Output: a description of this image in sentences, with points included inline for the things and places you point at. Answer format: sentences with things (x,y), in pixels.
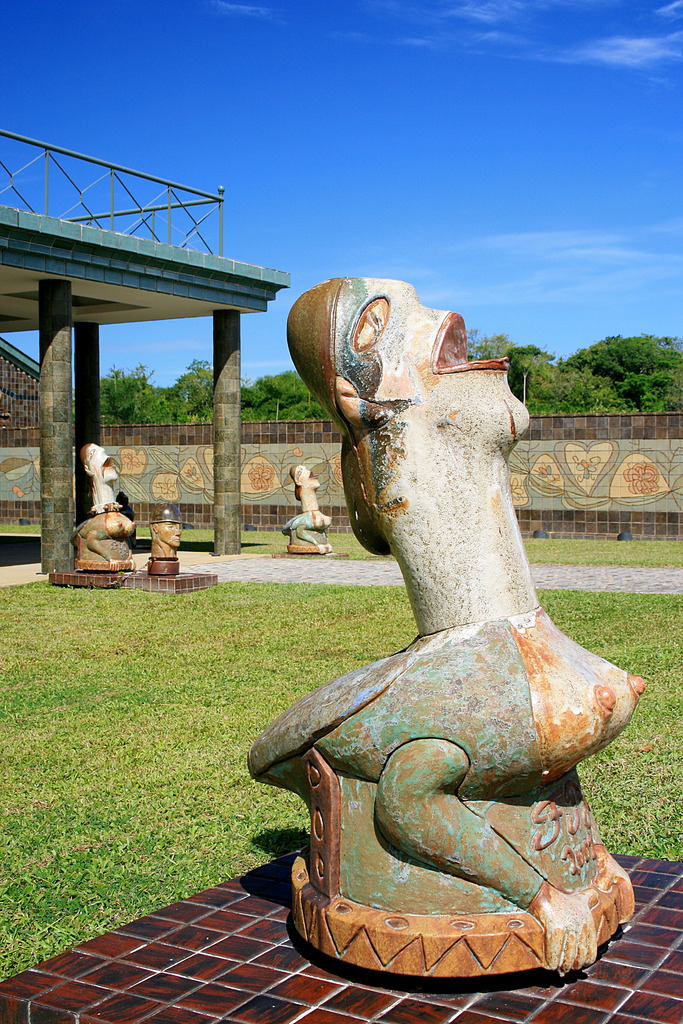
In this image I can see the brown colored floor (225,954), few statues (417,320), some grass (145,695), the path (214,558), few pillars (239,548), the wall (201,455), the railing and few trees (609,357) which are green in color. In the background (575,249) I can see the sky (458,149).
